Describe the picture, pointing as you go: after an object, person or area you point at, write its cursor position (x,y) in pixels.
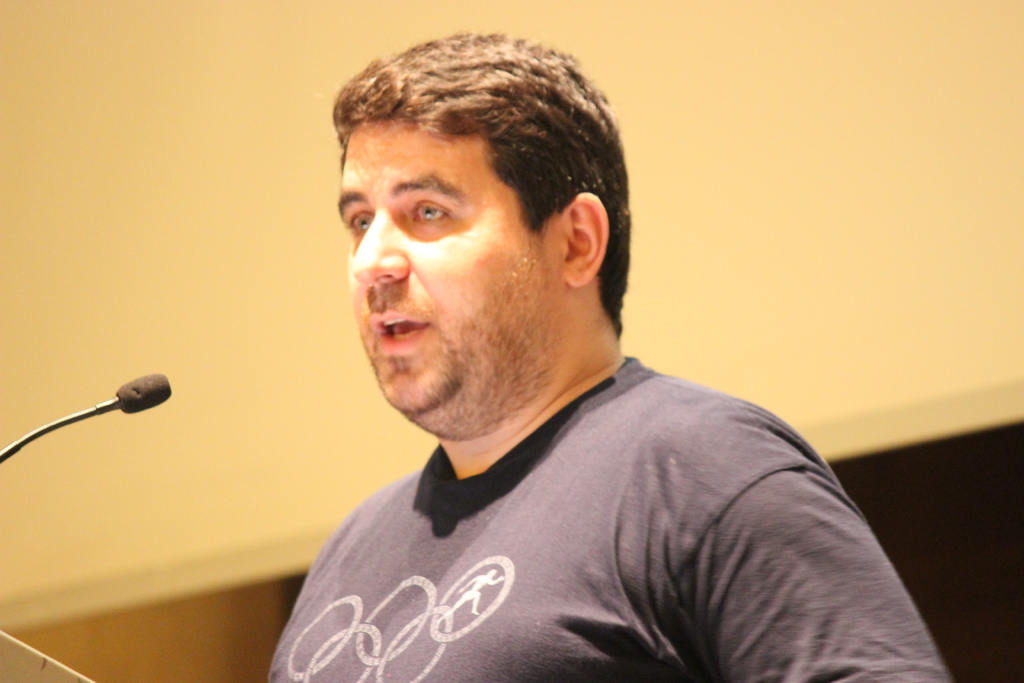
In the image we can see a man (648,527) wearing clothes (610,559). Here we can see the microphone (160,396) and the background (77,446) is blurred.
